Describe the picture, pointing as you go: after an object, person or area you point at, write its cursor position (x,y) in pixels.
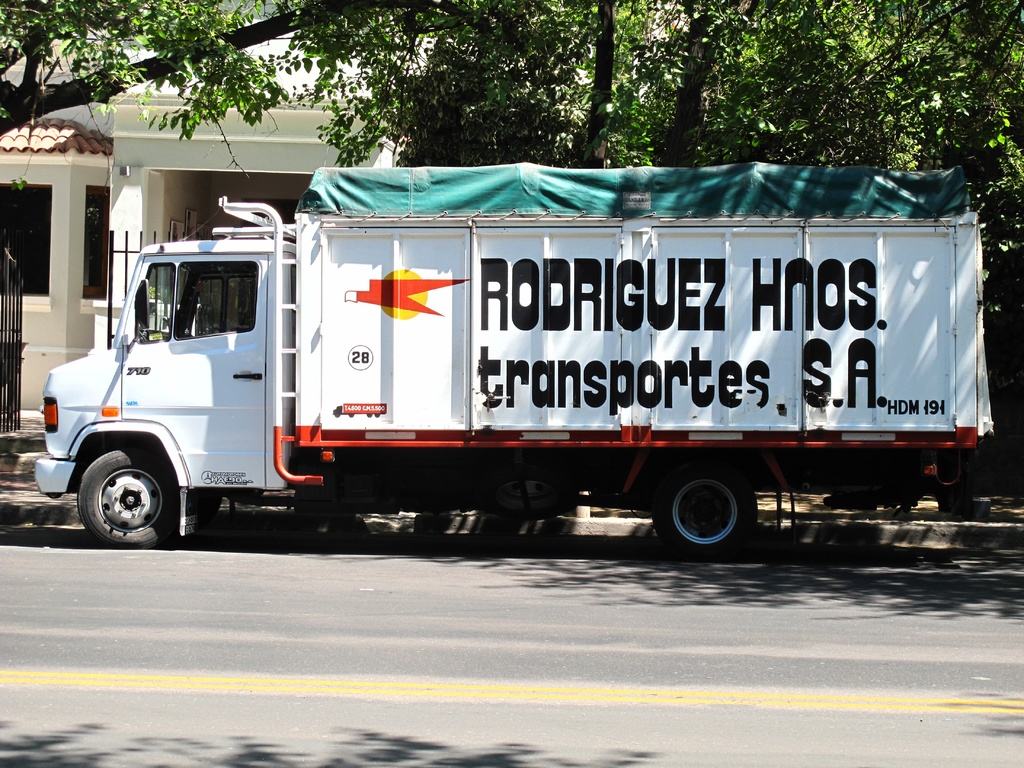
In this image, I can see a truck (292,264), which is parked beside the road (251,551). This looks like a house (106,198) with the glass doors (24,247). These are the trees (644,125) with branches (755,125) and leaves (632,117). On the left side of the image (132,251), this is an iron gate (8,331).
